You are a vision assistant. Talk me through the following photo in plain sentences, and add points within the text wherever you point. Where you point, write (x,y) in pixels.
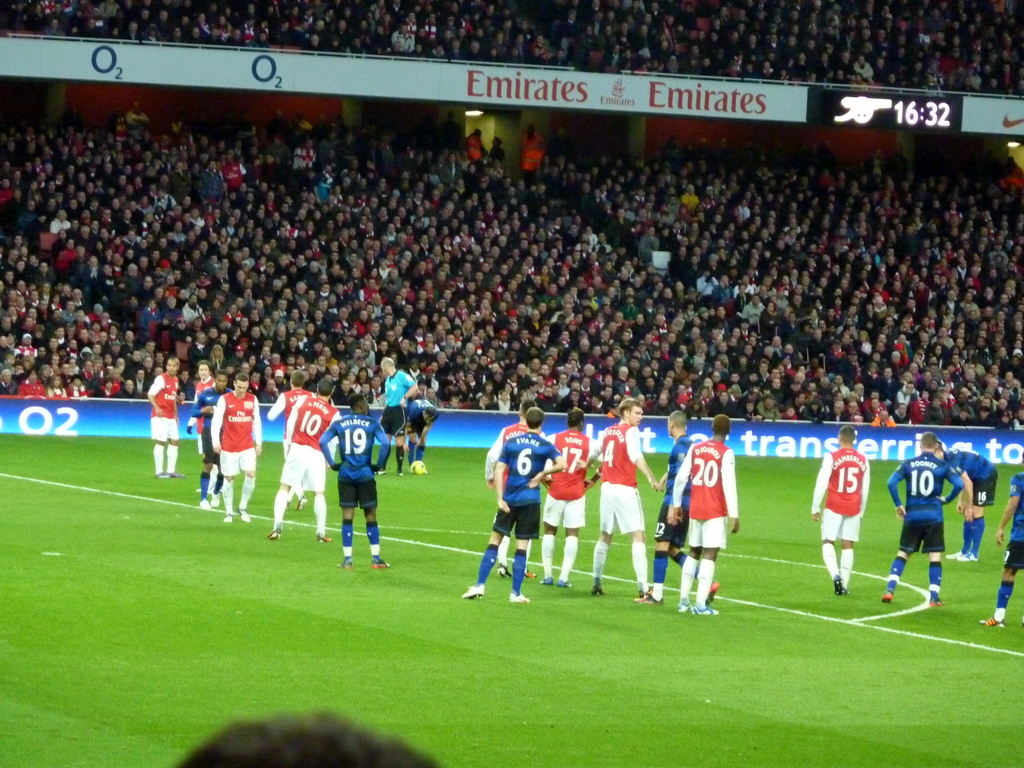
In this image there are some persons (830,535) standing in a ground (542,589) in the middle of this image, and there are some persons (463,379) sitting in the background (457,184). There is a wall (904,437) in the boundaries as we can see in middle of this image (488,430).
